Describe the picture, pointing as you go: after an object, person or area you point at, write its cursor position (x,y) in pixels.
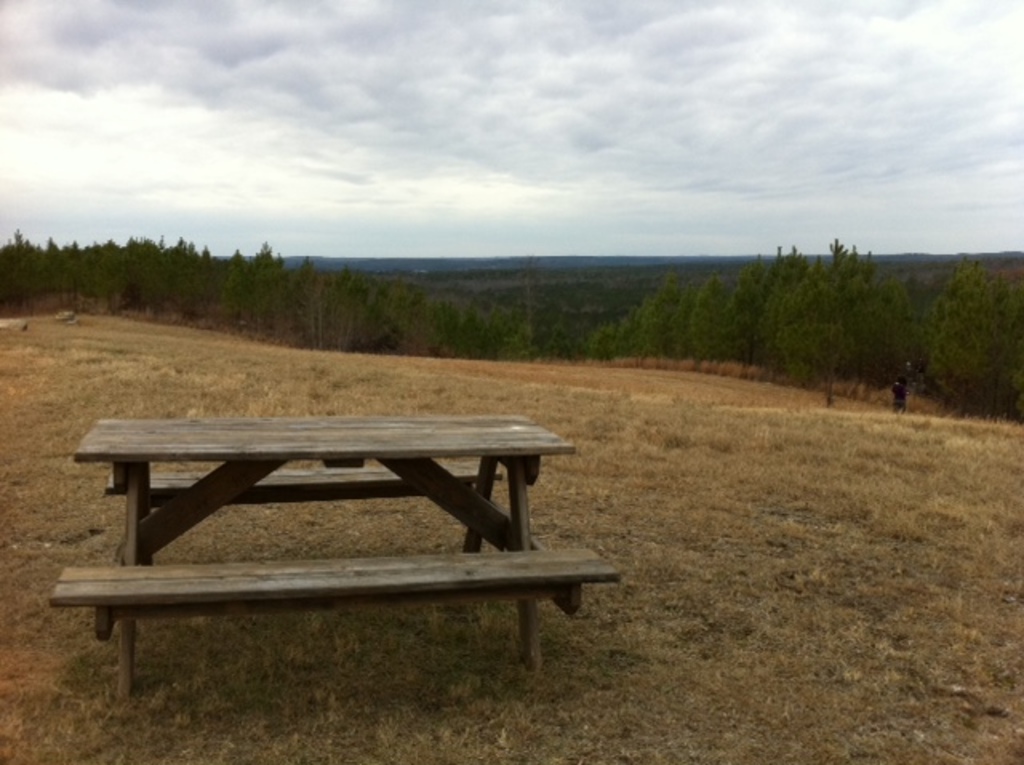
In the image I can see a bench (579,568) on the ground (30,506) and behind there are some mountains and trees (425,308).
